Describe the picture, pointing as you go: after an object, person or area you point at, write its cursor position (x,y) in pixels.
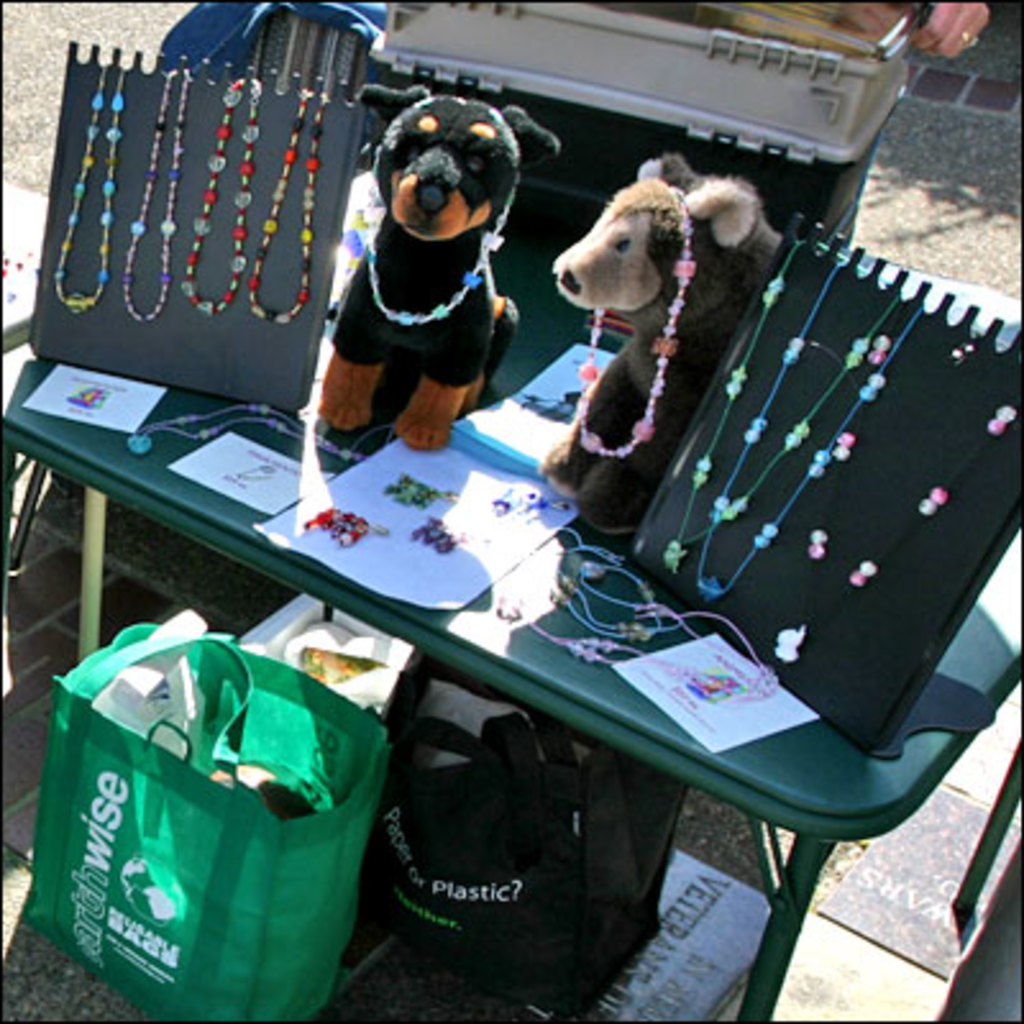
In this picture we can see a few things (184,694) in the bags (378,822) and the text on the objects (258,897). We can see jewelry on the jewelry display stands (128,355). We can see the jewelry (652,388) on the toys (679,398). There is a hand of a person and other objects (237,25).
